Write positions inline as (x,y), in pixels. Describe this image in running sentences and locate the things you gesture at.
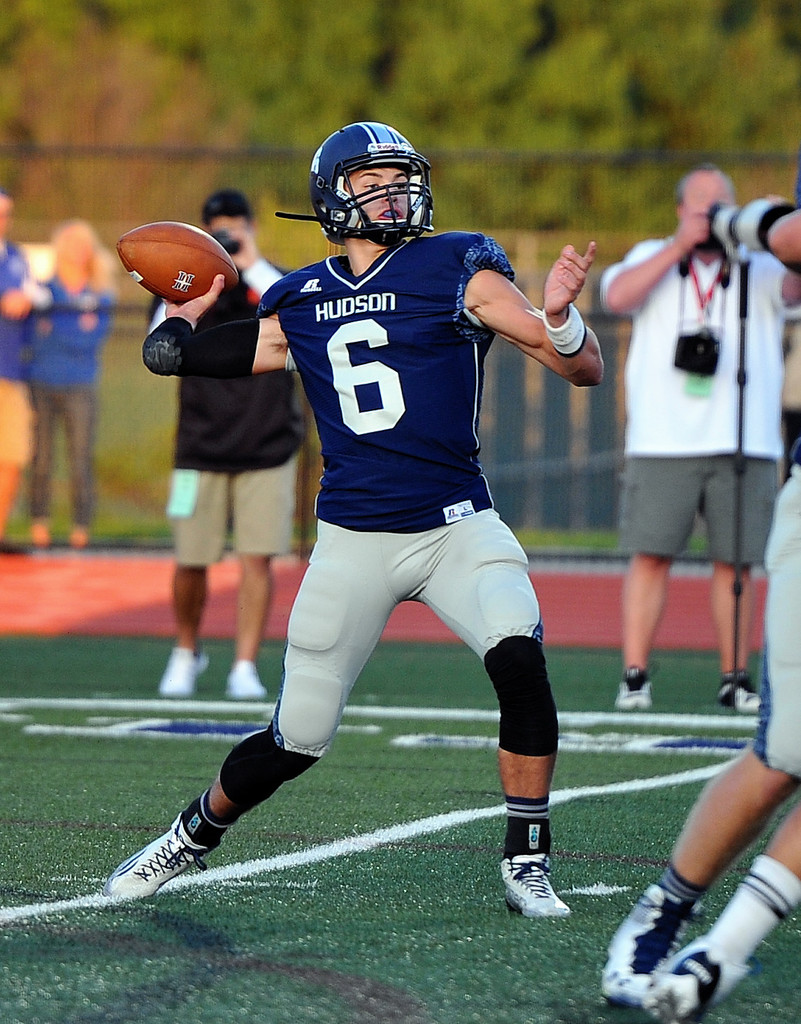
In this image there is a player (380,334) holding a football (186,275) is about to throw the ball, behind him there are two people (268,373) clicking pictures with a camera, behind them there are two other people (50,301) standing, in the background of the image (559,206) there is a closed mesh fence (293,194), behind the fence (308,201) there are trees (436,162), on the right side of the image (731,837) there is a player's legs (703,817).
